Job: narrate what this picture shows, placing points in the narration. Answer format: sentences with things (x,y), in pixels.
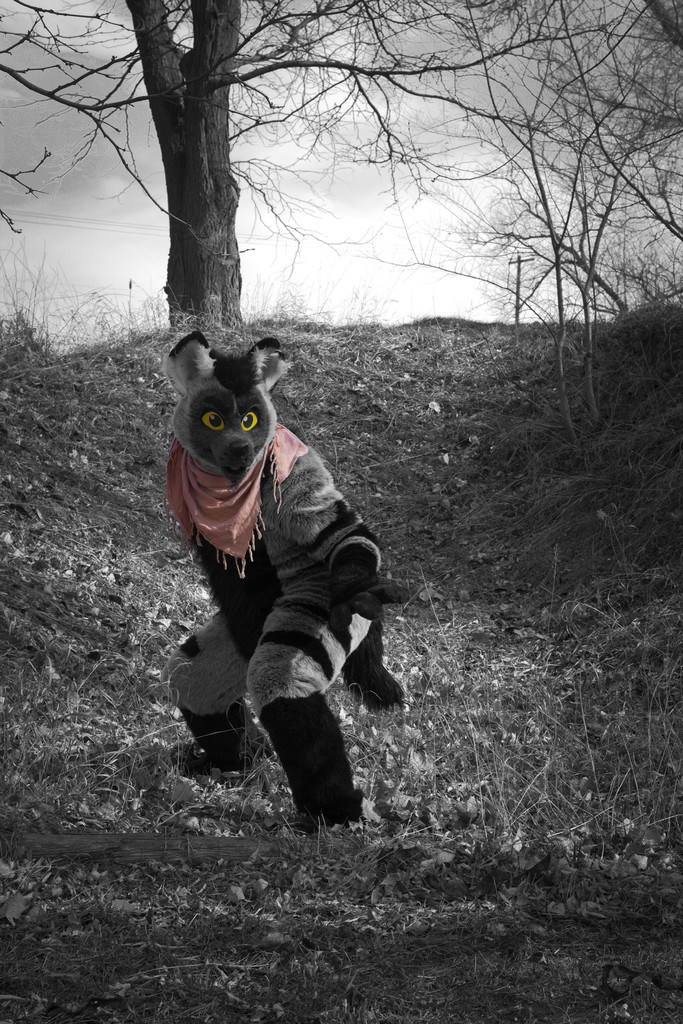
In this picture we can see a person (230,386) wearing an animal costume (201,401) and standing on the grass (285,385) surrounded by trees (632,25).
